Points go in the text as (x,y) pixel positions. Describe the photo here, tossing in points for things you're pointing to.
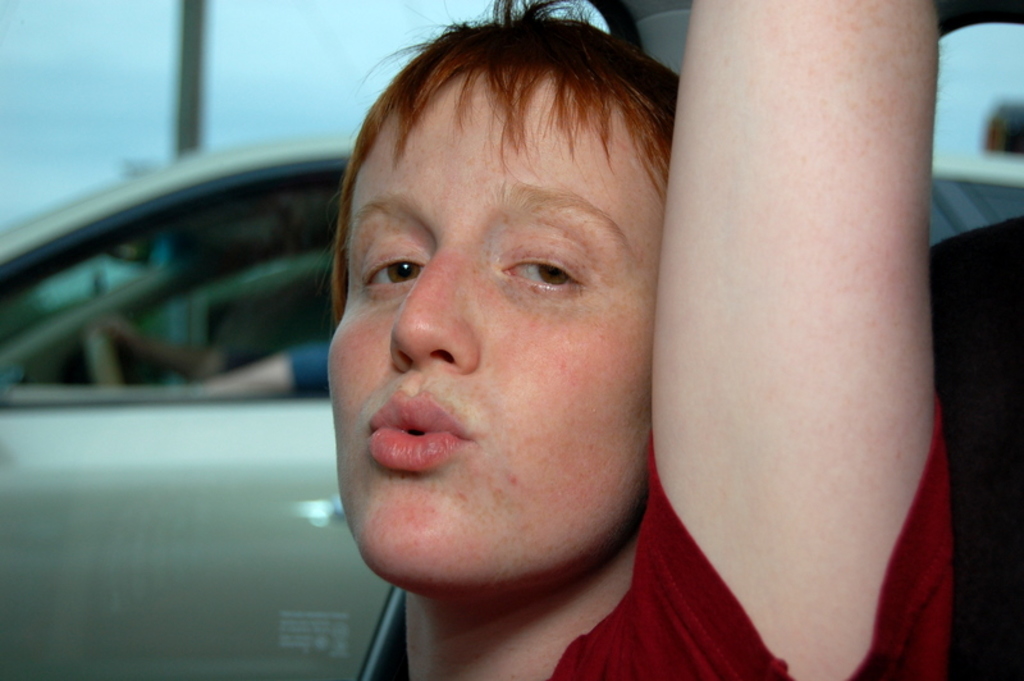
In this image, we can see a person (911,666). In the background (182,590), we can see a vehicle (174,412) and the hands (196,371) of a person (150,355) holding a steering (95,368).
